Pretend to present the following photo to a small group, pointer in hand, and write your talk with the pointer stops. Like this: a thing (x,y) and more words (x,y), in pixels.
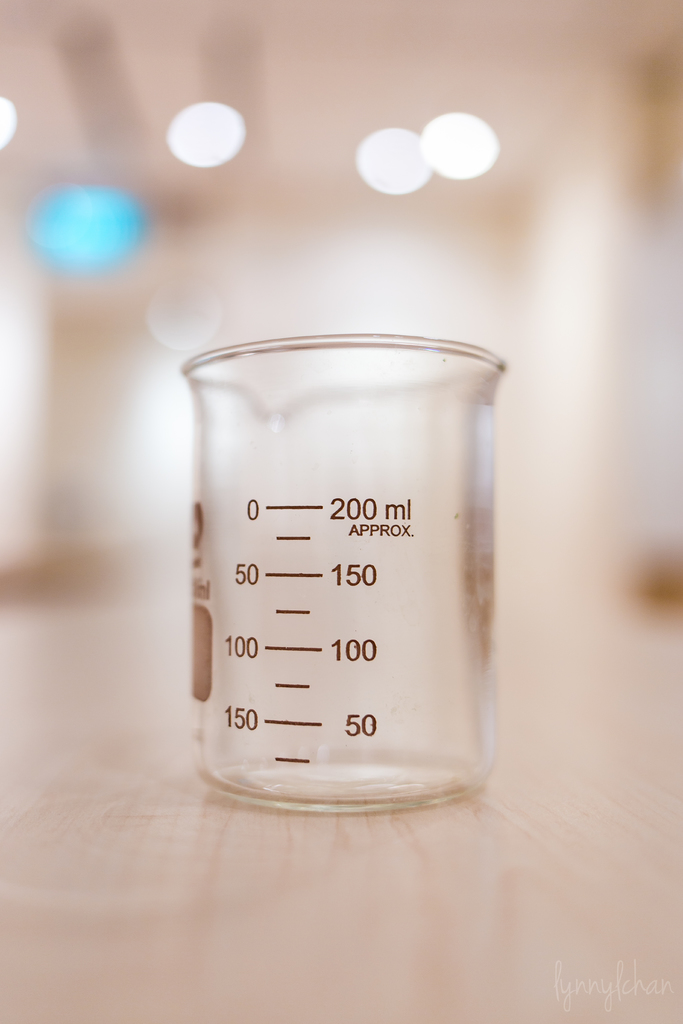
In this image I can see there is a glass beaker (391,541) with numbers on it.
